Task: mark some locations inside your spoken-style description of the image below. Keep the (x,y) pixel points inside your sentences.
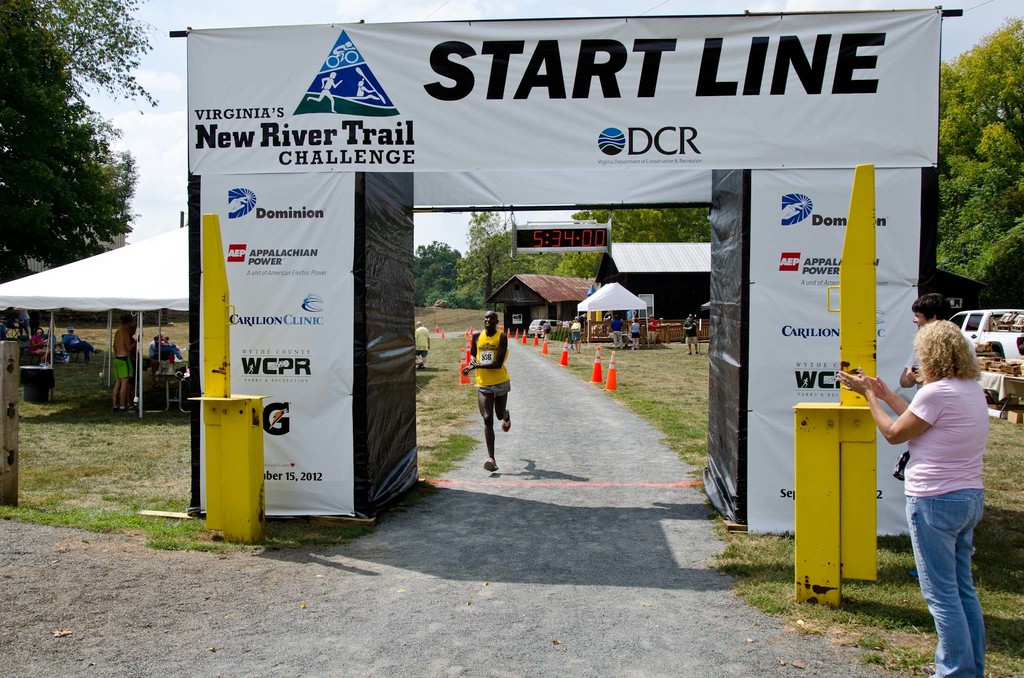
In this picture we can see an arch (516,136) in the front (417,193), there is a person (486,396) running in the middle (491,384), on the right side (977,411) there are two persons (973,426) standing, at the bottom (987,526) there is grass (672,402), on the left side (94,272) we can see a tent (118,295), a tree (74,236) and some people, in the background (691,261) there is a tent (608,292), two houses (648,256), a digital display (576,238), some trees (999,160), car (1011,350) and traffic cones (533,342), there is the sky (351,6) at the top of the picture (351,6), we can see some text (293,268) on this arch (805,132).
